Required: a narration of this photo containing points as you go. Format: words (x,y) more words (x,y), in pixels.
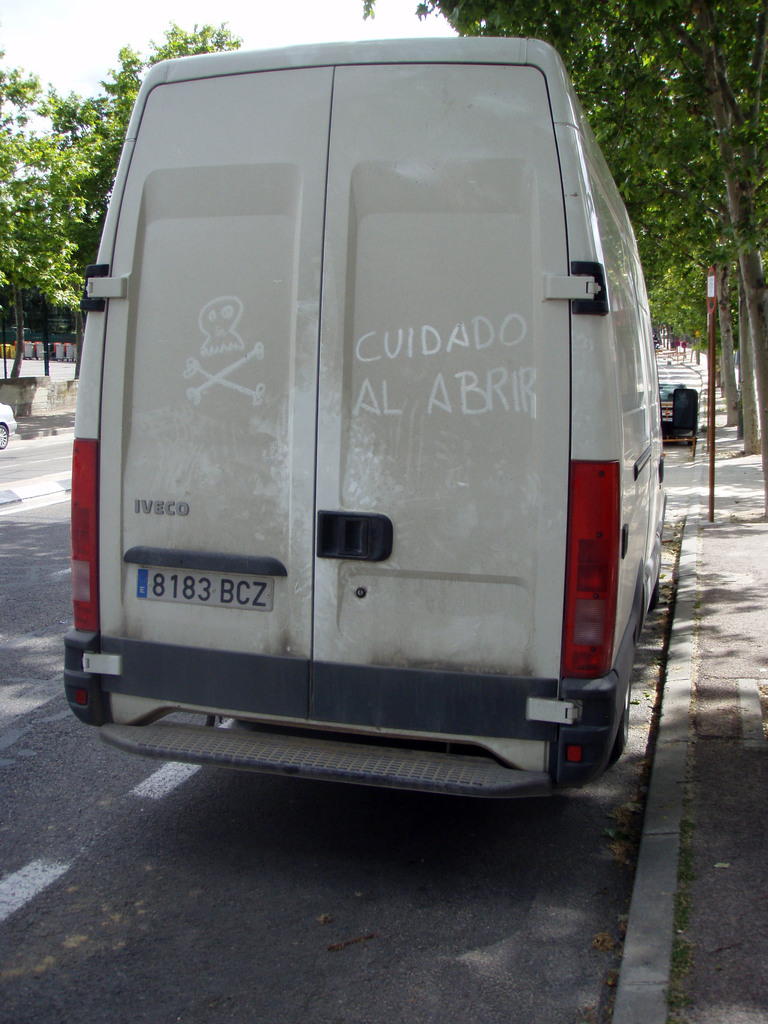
In this image we can see a vehicle (310,653) on the road (92,1003). Here we can see poles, wall (44,390), and trees (763,161). In the background (83,73) there is sky (443,25).
